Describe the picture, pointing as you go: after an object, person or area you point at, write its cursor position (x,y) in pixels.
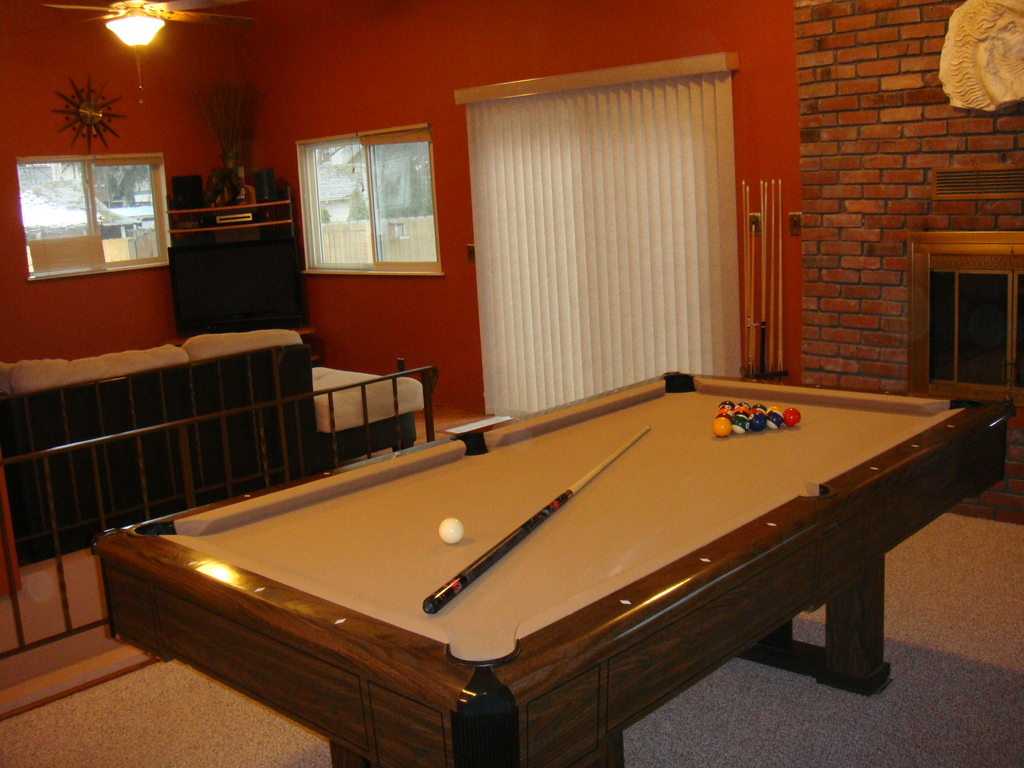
In this image there is a snooker table (487,595) on which there are snooker balls (727,423) and snooker stick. At the right side of the image (826,185) there is a red color brick color wall (897,165) and at the left side of the image (162,174) there is a window (161,205) and shelves (197,198) and at the middle of the image (541,348) there is a curtain (594,233).
